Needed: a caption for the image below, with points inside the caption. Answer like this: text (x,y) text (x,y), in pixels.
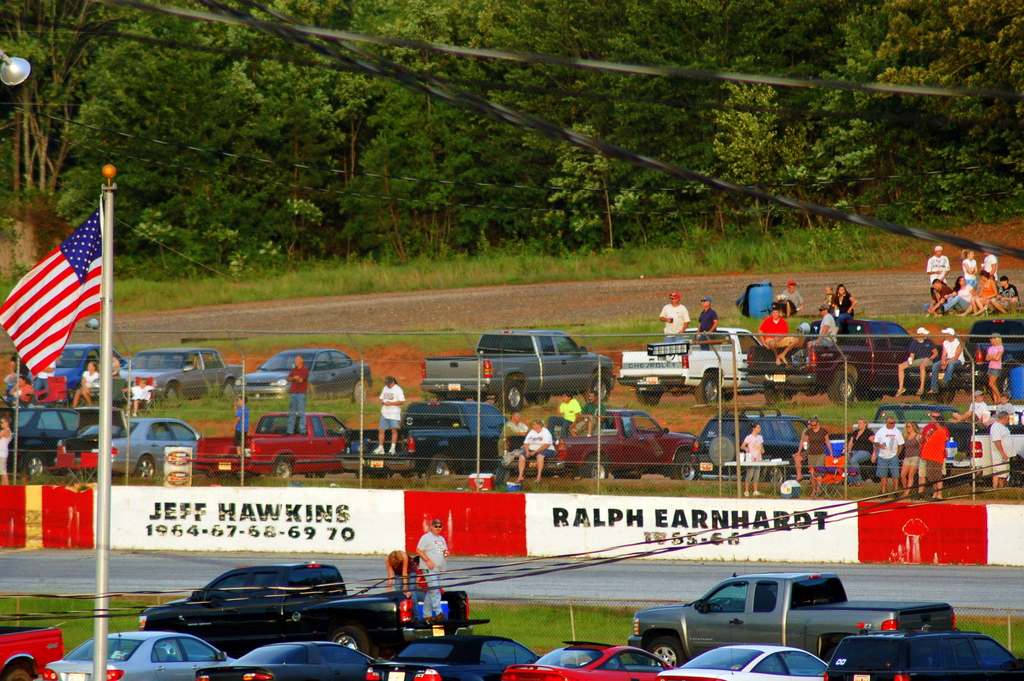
In this picture I can see few mini trucks (358,647), cars (554,672) and few people (862,443) are standing and few are sitting in the cars (862,340) and few are sitting in the chairs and I can see couple of advertisement boards (249,537) with some text (615,528) and I can see trees (508,212) and grass (444,269) on the ground (745,279) and I can see flag (86,241).
